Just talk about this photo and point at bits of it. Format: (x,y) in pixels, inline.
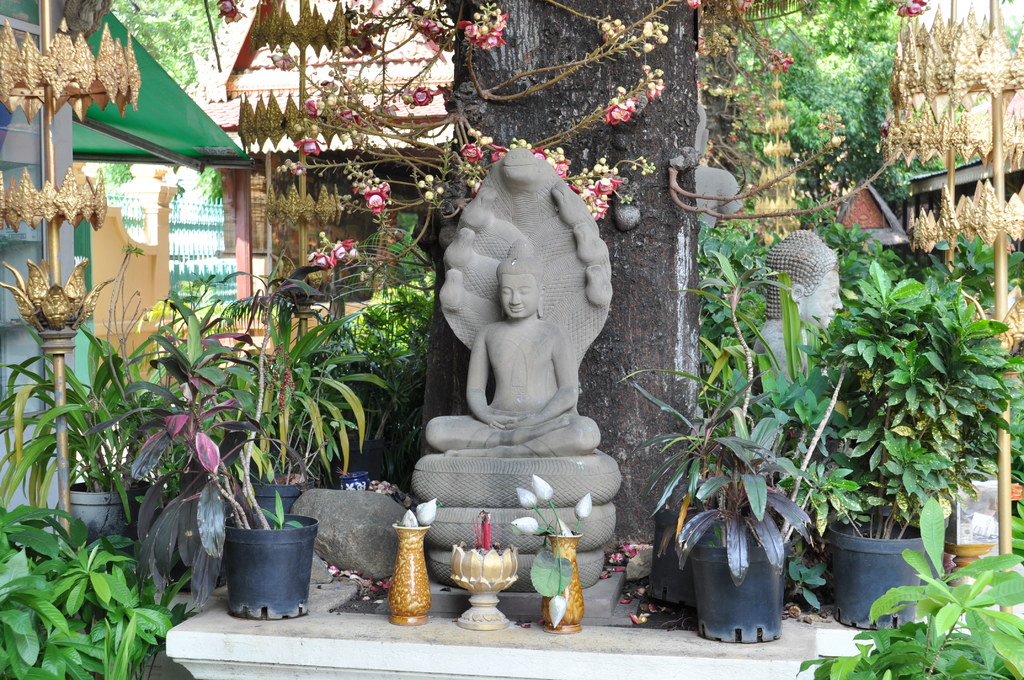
In the picture we can see a tree (639,190) near it we can see some Buddha statues (583,481) and plants (28,660) around the tree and behind the tree (382,134) we can see a house (260,226) with pillars (238,249) to it and beside the house (280,234) we can see a railing wall (213,221) and behind it we can see a tree (178,34).
